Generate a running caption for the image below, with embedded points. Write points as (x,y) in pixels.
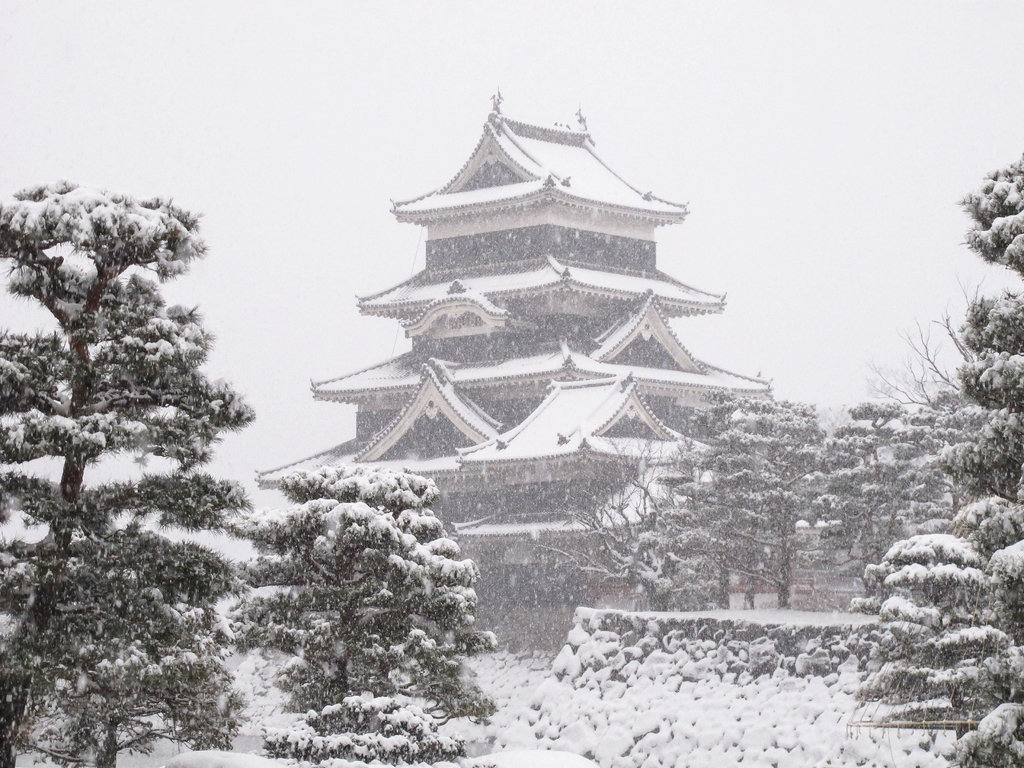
It is a colour picture. In the image in the center (460,313) we can see trees (1007,325), building (526,328), wall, roof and snow (594,424). In the background (240,92) we can see the sky (562,85) and clouds (672,170).
